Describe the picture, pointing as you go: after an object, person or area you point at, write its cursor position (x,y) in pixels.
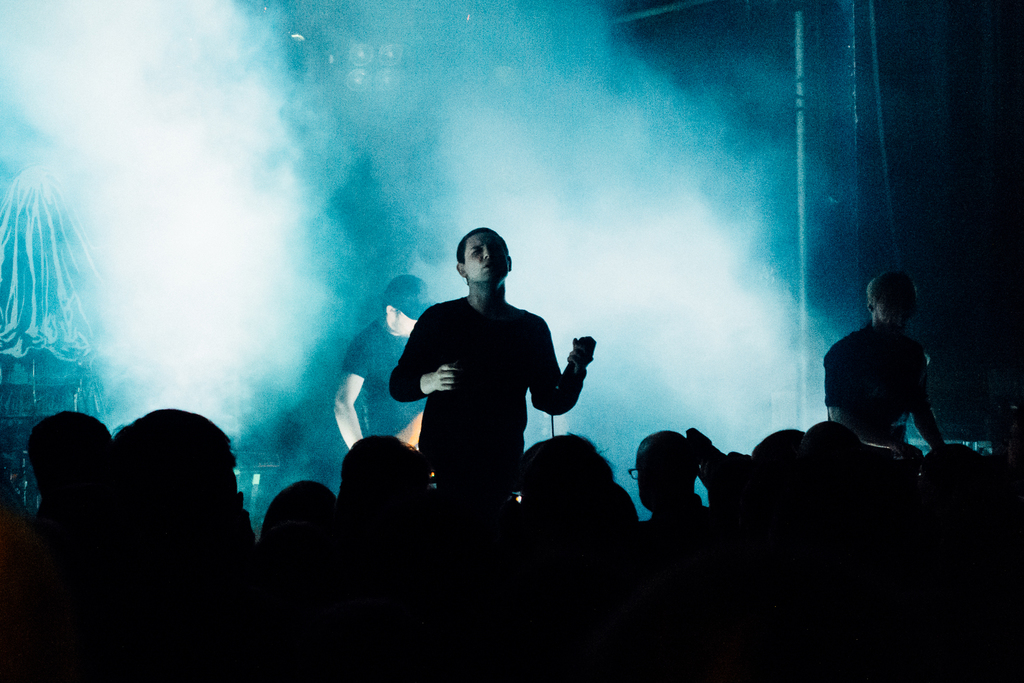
In this picture there are three persons (506,420) standing on the stage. In the middle of the image (447,357) there is a person (437,356) standing and singing and he is holding the microphone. At the back (882,371) there are two persons (894,374) playing musical instruments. In the foreground (777,459) there are group of people (660,522) standing. At the top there are lights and at the back (301,180) there is a smoke (568,262).
